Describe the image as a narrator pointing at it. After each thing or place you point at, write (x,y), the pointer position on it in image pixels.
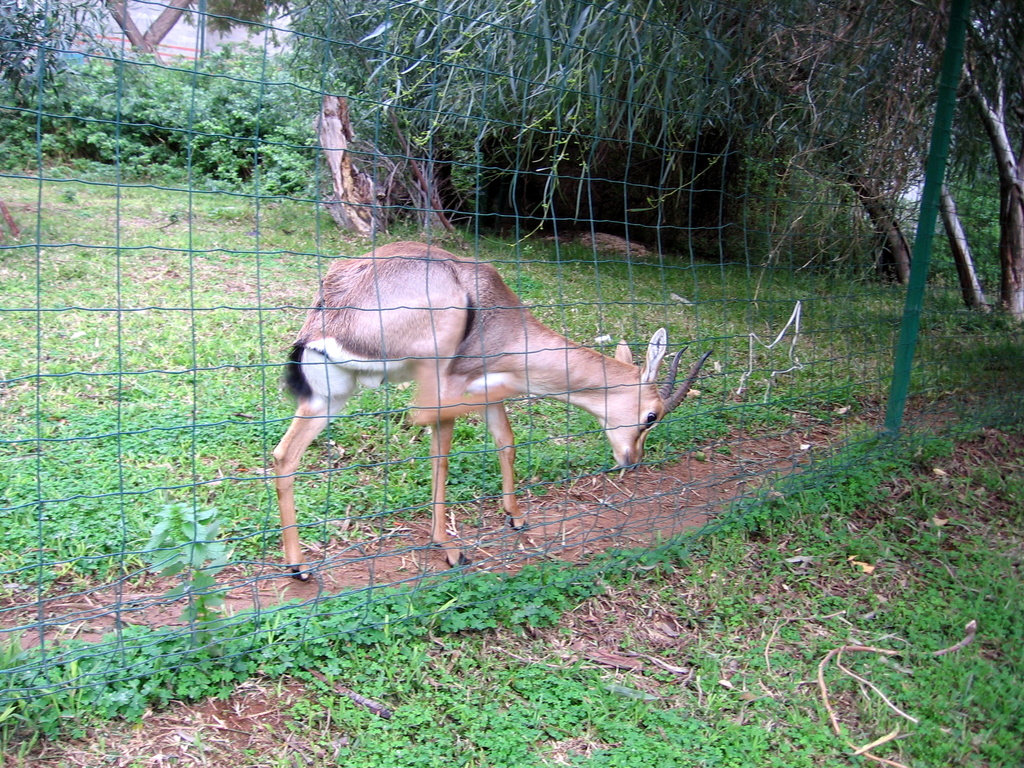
In this picture we can see plants (461,609) and mesh (635,320), through this mesh (529,339) we can see an animal (380,368) and trees (930,23).
